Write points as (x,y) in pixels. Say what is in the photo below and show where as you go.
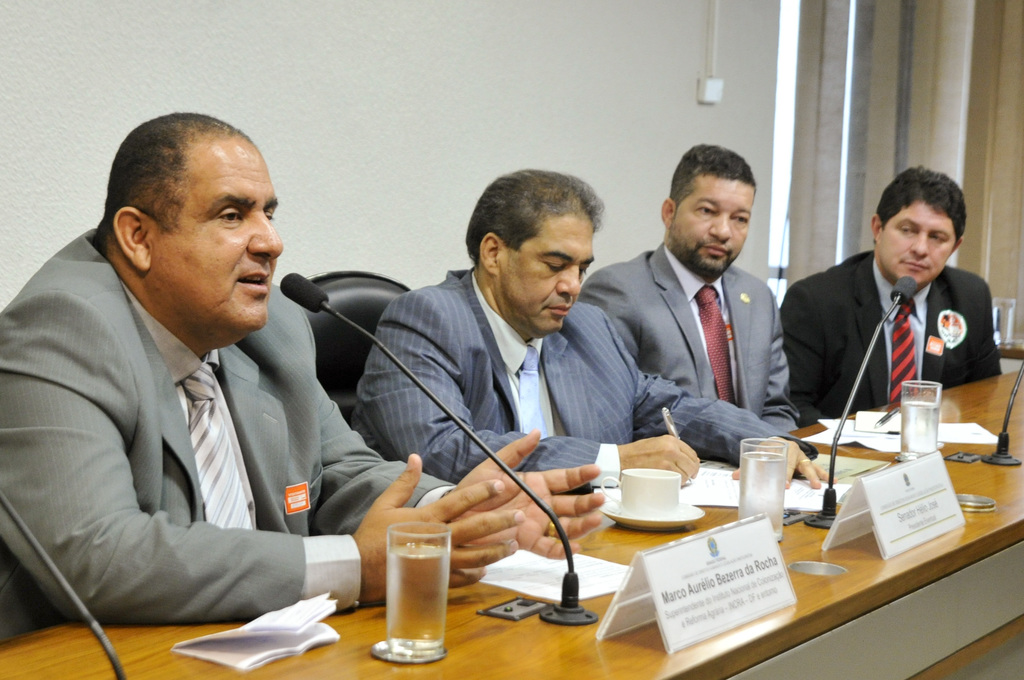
In this image we can see there are people (404,402) sitting on the chair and one person (270,391) talking into the mic (487,447) and one person (486,433) holding a pen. In front of them there is a table (465,631), on the table (599,616) there are boards (676,582), glasses (769,490), cup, saucer (678,508), plate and paper (789,489). At the back (718,91) there is a curtain (830,81) and wall (695,90).
